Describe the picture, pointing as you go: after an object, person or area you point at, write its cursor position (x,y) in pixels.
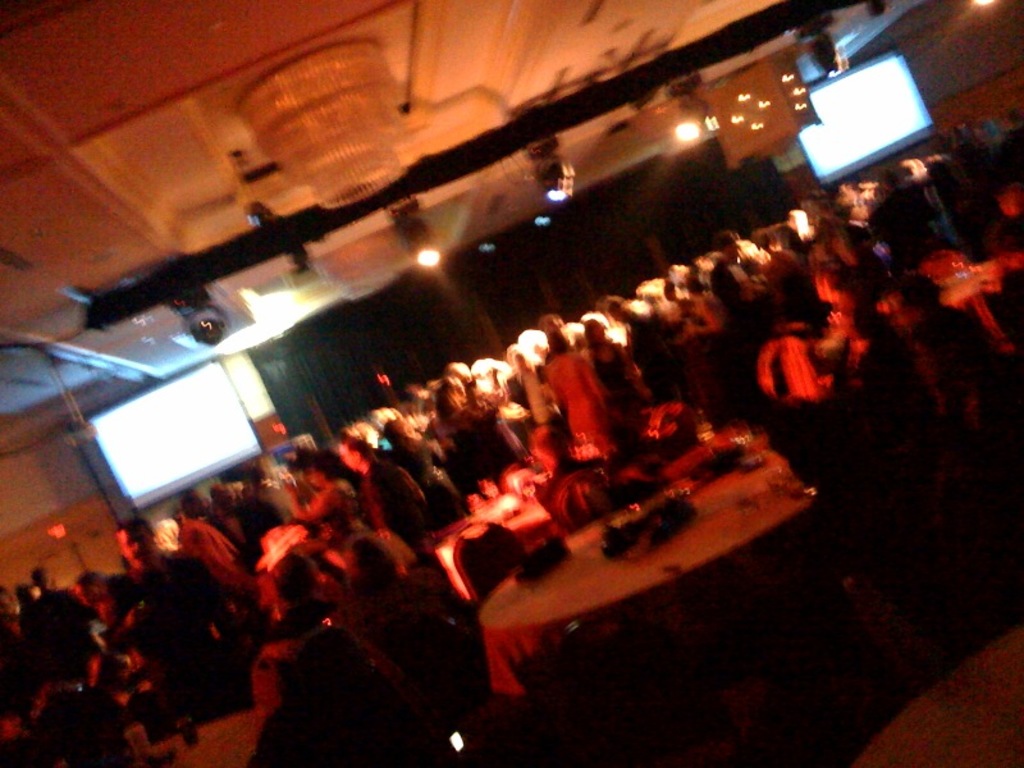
In the picture we can see a party hall (870,723) with many people (363,616) are standing and some people (388,613) are sitting near the tables (710,554) and on the table (677,561), we can see some items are placed which are not clearly visible and in the background (347,407), we can see a black curtain (461,340) and with screens (862,133) on both the sides on the curtain (625,278) and to the ceiling (260,267) we can see some lights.
